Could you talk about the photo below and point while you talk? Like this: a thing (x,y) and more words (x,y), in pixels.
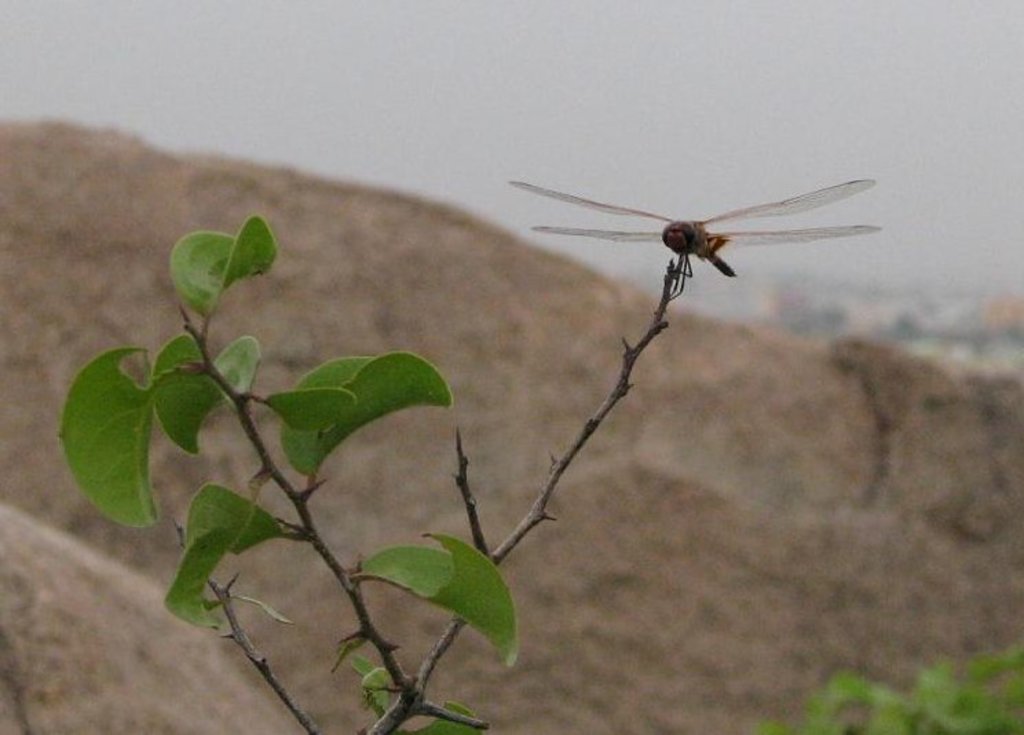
In this image we can see an insect (618,210) on the plant (495,642) and in the background (536,278), we can see the mountains (430,284) and the sky (765,98).
